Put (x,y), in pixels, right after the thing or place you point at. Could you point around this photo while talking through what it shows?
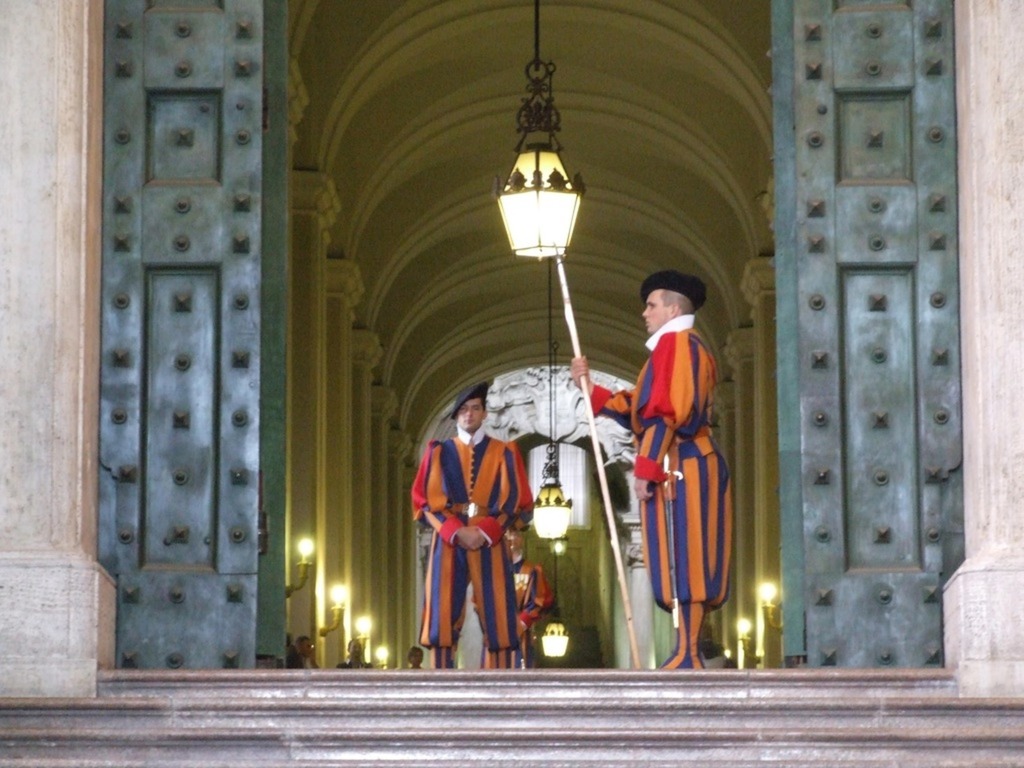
In the foreground of the image (482,501) there are two people (642,500) wearing costumes (501,597). There is a light (534,64). There is a door (252,153), pillars (406,441). At the bottom of the image (385,712) there are staircase (561,695).
